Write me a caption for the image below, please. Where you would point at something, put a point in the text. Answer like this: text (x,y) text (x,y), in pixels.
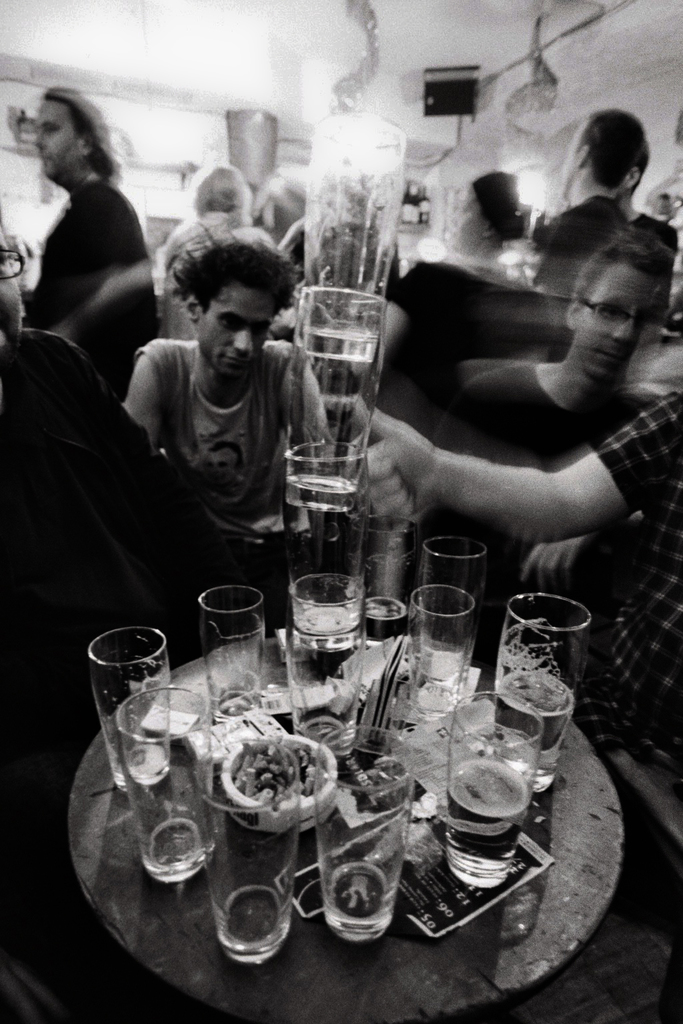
It is a black and white image, on the table (275,1004) there are some glasses (329,660), beside the table (284,964) there are few people (225,461) sitting around table (275,962), the background (211,138) is a wall (205,146).
